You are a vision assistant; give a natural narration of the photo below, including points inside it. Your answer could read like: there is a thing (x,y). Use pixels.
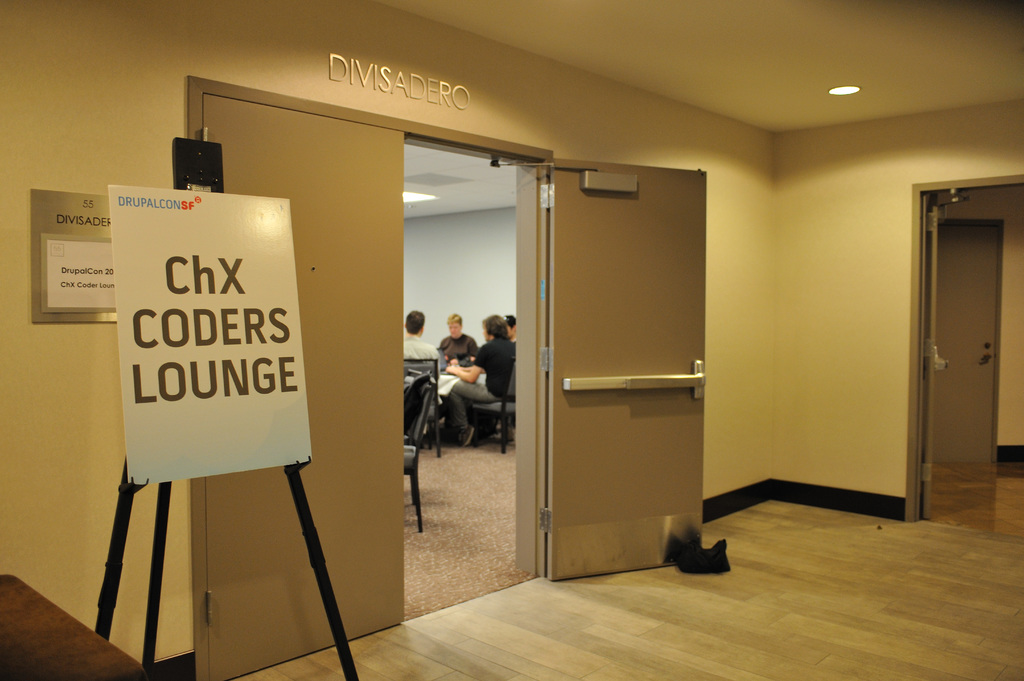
In this image I can see a white board (120,344) and on it I can see something is written. In the background (508,375) I can see few people (506,325) are sitting on chairs (472,413). I can also see few doors (611,346).
